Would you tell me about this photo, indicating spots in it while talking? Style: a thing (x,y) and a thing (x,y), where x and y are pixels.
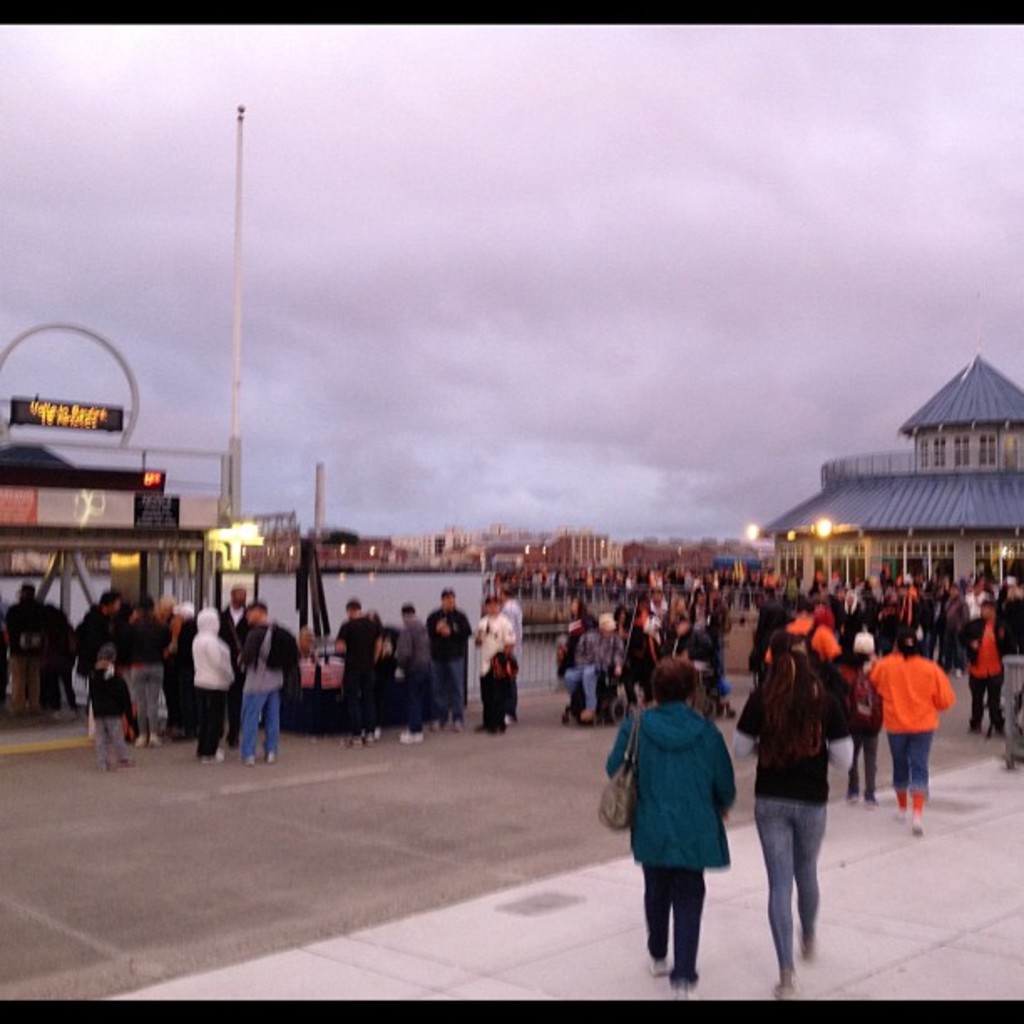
In the foreground of this image (489,728), there are people (791,799) standing and walking on the ground (484,870). We can also see buildings (712,561), poles (316,531), lights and the sky (649,213).
